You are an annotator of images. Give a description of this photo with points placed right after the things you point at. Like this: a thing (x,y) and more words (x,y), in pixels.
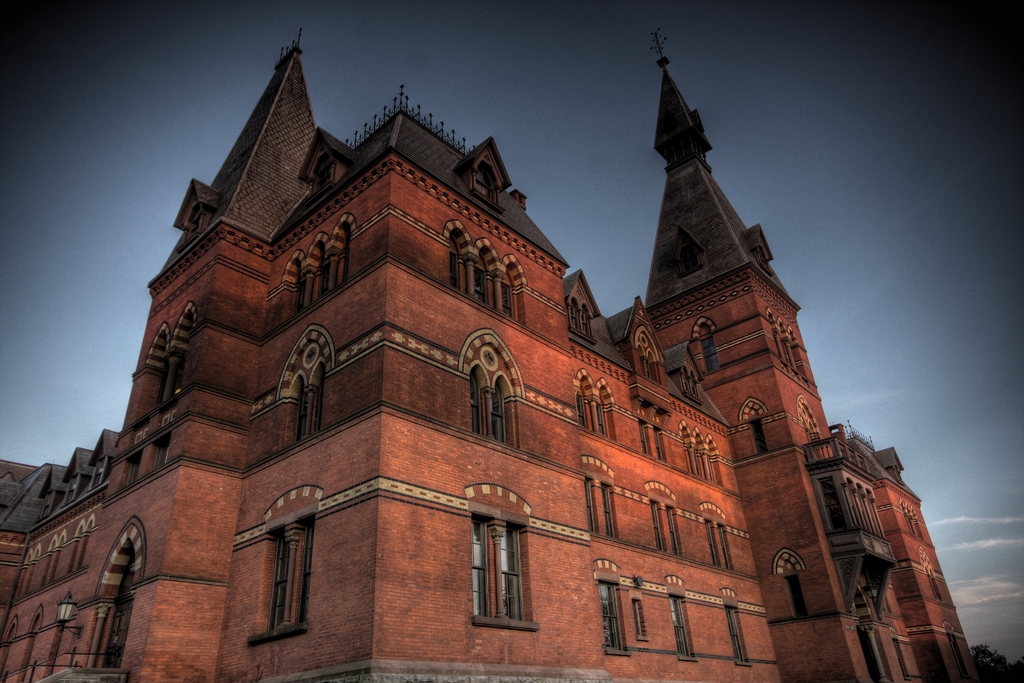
In this picture we can see a building (443,500), there is the sky (565,89) at the top of the picture (537,89), we can see windows (511,570) of this building (372,488), it looks like a tree (1005,661) at the right bottom (992,672).
